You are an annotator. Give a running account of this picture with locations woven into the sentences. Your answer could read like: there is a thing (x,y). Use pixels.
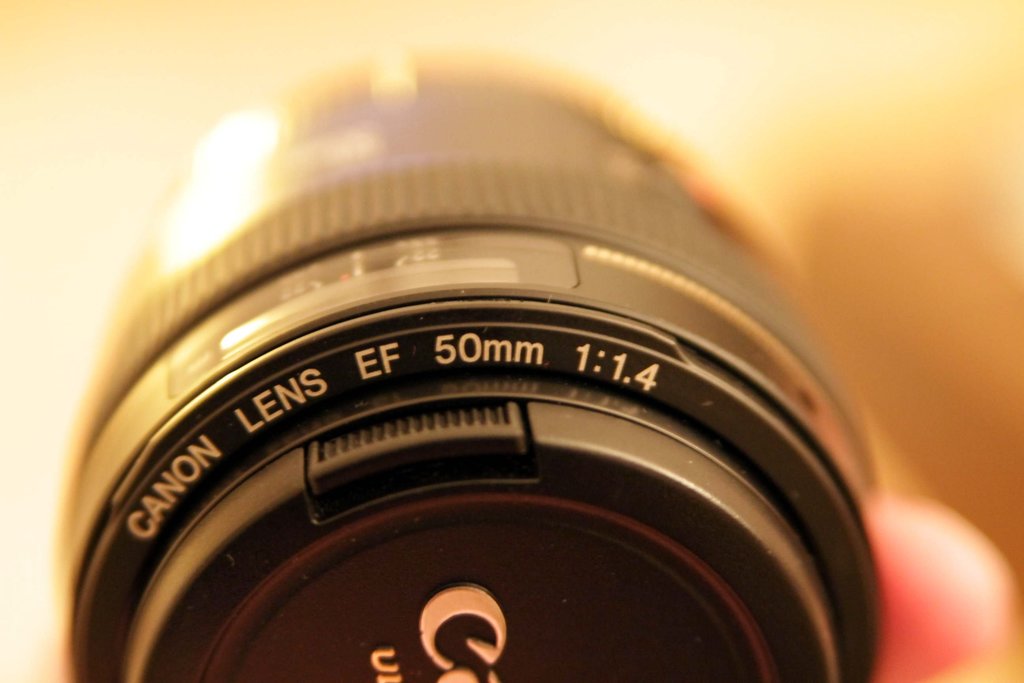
In the picture there is a camera lens (635,545) present, there is some text (486,658) present on the lens (548,301).
